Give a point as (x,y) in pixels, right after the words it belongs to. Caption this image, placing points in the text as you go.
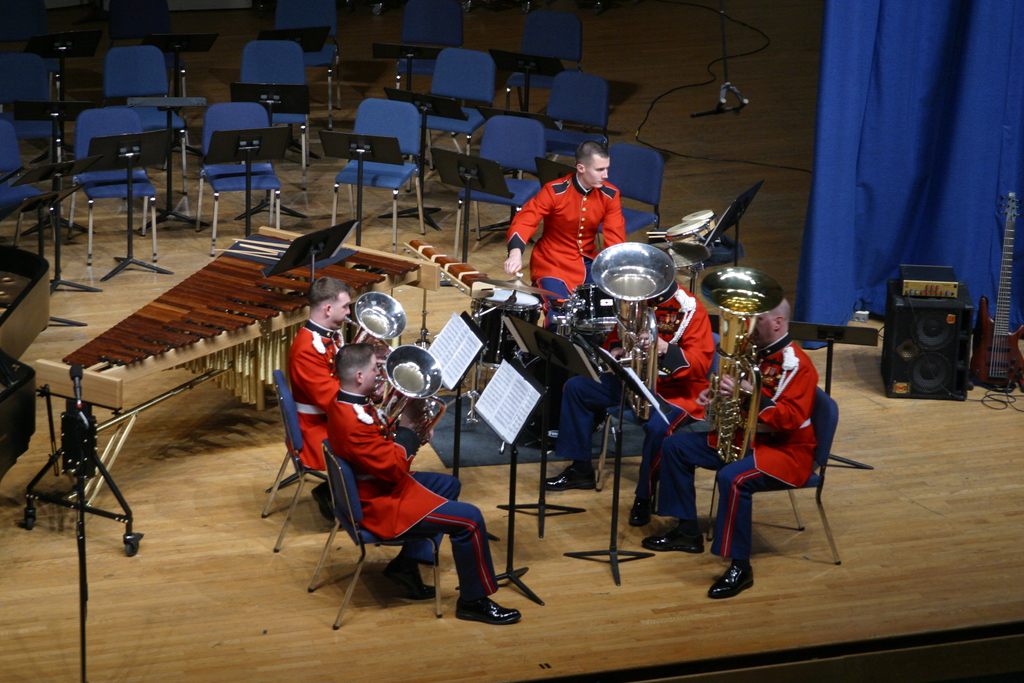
In the middle of the image (511,231) few people (588,221) are sitting and standing and holding some musical instruments (651,249). Behind them there are some chairs (551,82) and tables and curtain (968,81) and there are some electronic devices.
